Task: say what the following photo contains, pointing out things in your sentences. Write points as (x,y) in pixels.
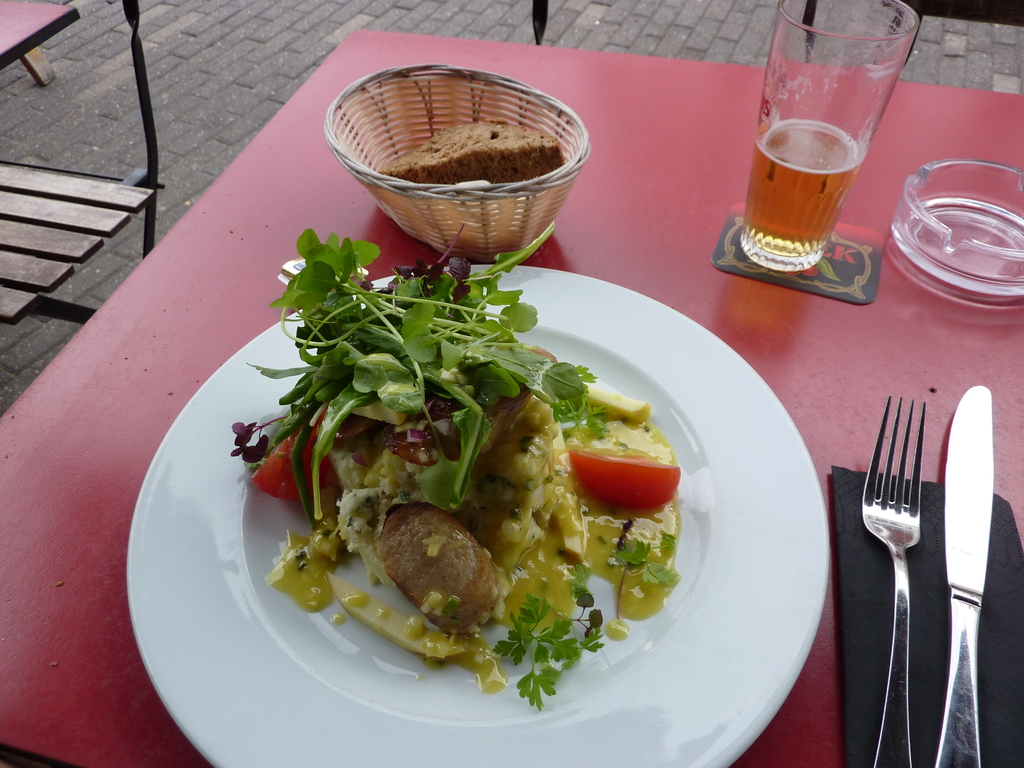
In this picture we can see a table (245,308) in the front (202,338), we can see a plate (732,421), a basket (530,200), a glass of drink (790,190), a cloth (1014,716), a knife (965,539) and a fork (905,453) on this table (810,329), there is some food (489,426) in this plate (492,371) and basket (493,253), it looks like a bench (76,231) on the left side (99,224).
